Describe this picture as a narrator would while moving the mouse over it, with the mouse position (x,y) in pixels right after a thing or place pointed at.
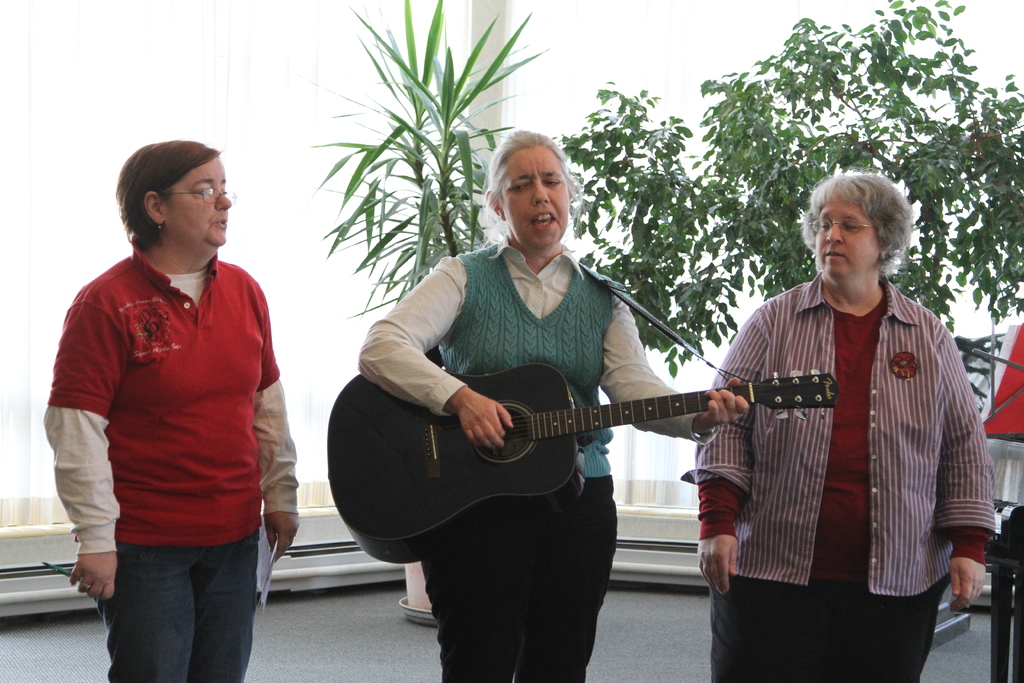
In this image there are group of person (440,269) standing. Woman (541,516) in the center (589,360) standing and holding a musical instrument (543,452) in her hand (486,423) is singing as her mouth (544,218) is open. At the left side (183,391) women (181,395) wearing red colour shirt (166,450) is standing and holding a paper (268,566) in her hand (280,554). In the background (452,136) there are plants (458,95), curtains (377,125) which is white in colour.
